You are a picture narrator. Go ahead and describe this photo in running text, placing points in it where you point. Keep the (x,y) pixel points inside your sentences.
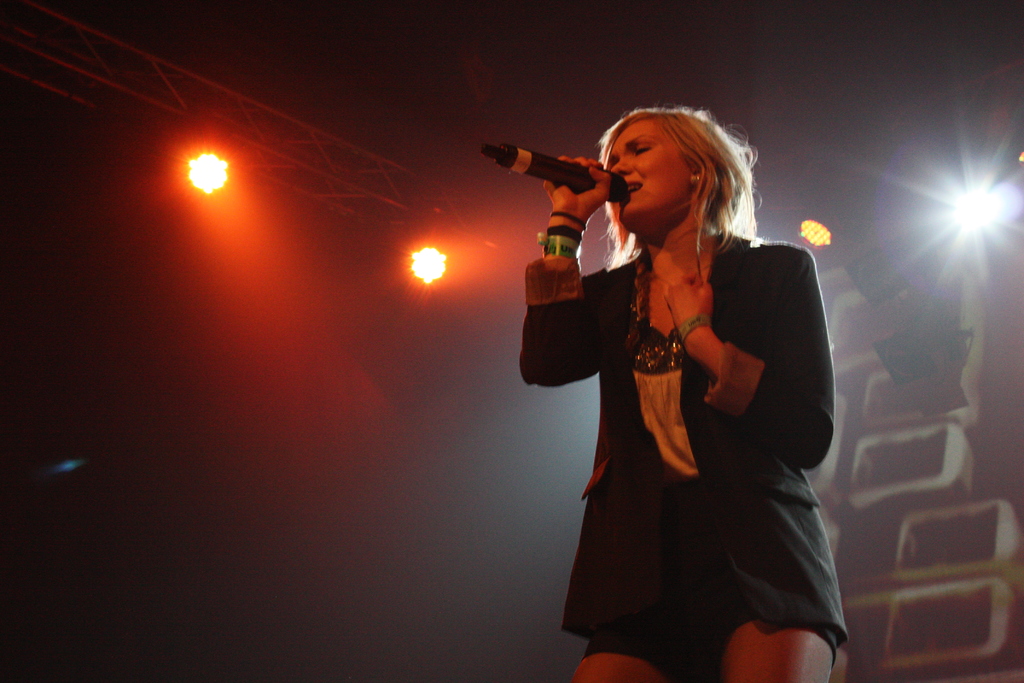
In the foreground of the picture (709,321) there is a woman (675,276) holding a mic (547,164) and singing. On the left (196,187) there are focus lights (189,173). On the right (967,211) there are focus light (972,196) and other objects (942,514).
